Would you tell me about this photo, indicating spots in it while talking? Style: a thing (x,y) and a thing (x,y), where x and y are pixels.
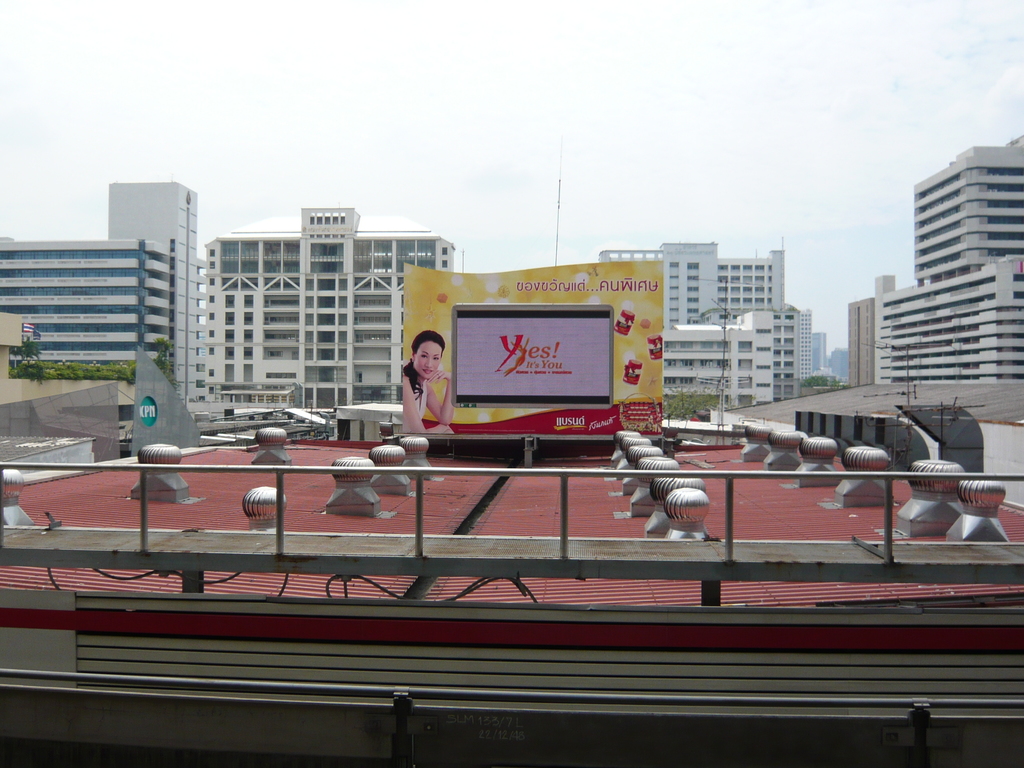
In this image there are few buildings (931,400). At the top of one of the buildings (831,513) there is a banner (439,383) with some images (519,362) and text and there are few objects (156,452) placed. In the background (614,160) there is the sky (620,162).
